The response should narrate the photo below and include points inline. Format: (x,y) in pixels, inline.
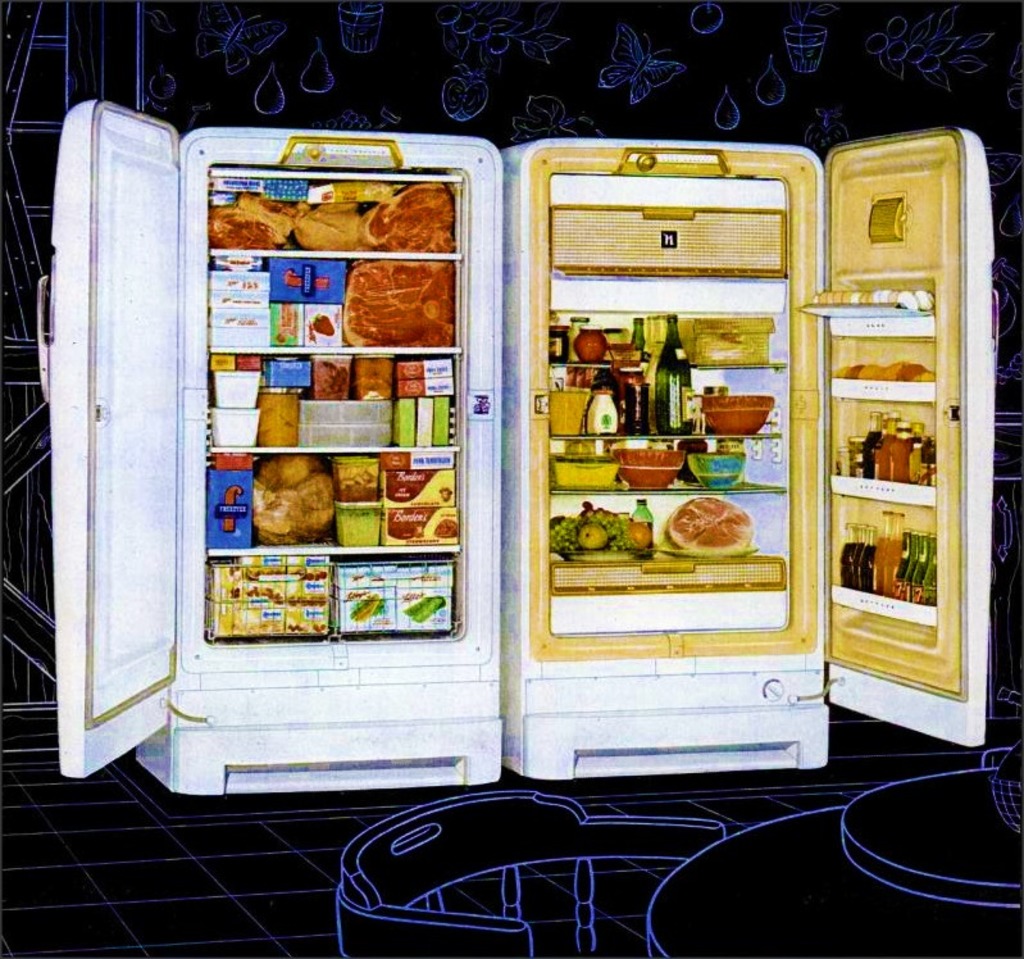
It is an animated image there are two refrigerators (532,452) with doors (97,320) opened and around them there are many drawings (468,85) of fruits (816,127), plants (580,120) and insects (620,82).
